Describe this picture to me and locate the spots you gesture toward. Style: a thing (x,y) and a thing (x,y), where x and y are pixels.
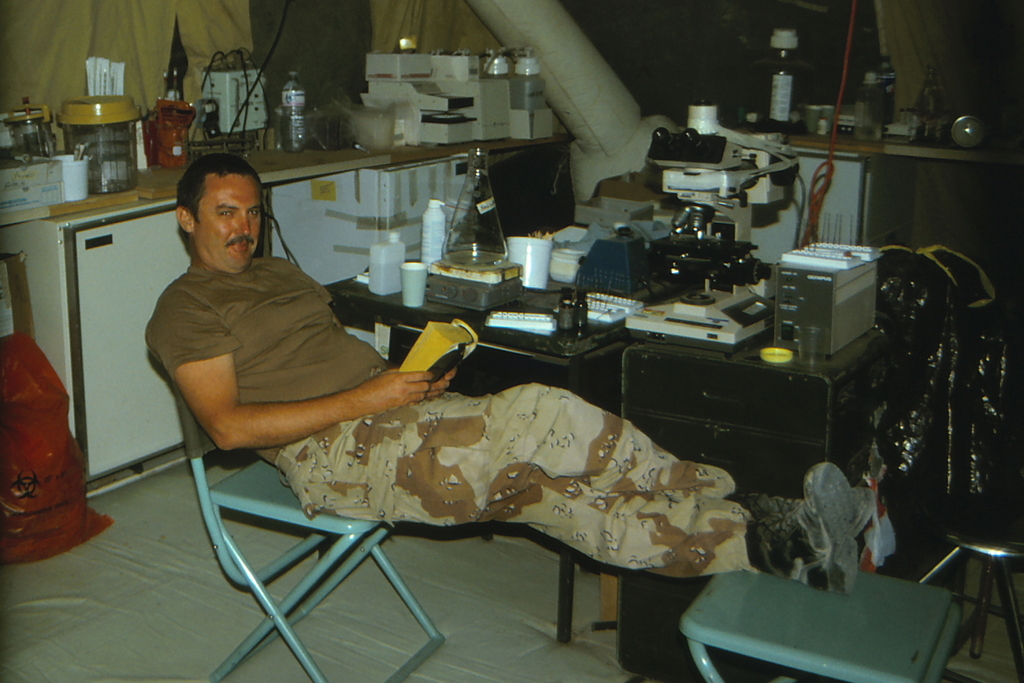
In the middle of the image (360,354) a person (243,201) is sitting and holding a book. Behind him there is a table (313,167), on the table (321,172) there are some bottles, jars (124,98) and there are some products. Behind the table (476,317) there is tent (25,15). Beside him there is a table (408,323), on the table (358,309) there are some bottles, cups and electronic devices (716,202). In the bottom right corner of the image (763,587) there are some chairs (737,574). In the bottom left corner of the image (36,505) there is a red color bag (17,361).
